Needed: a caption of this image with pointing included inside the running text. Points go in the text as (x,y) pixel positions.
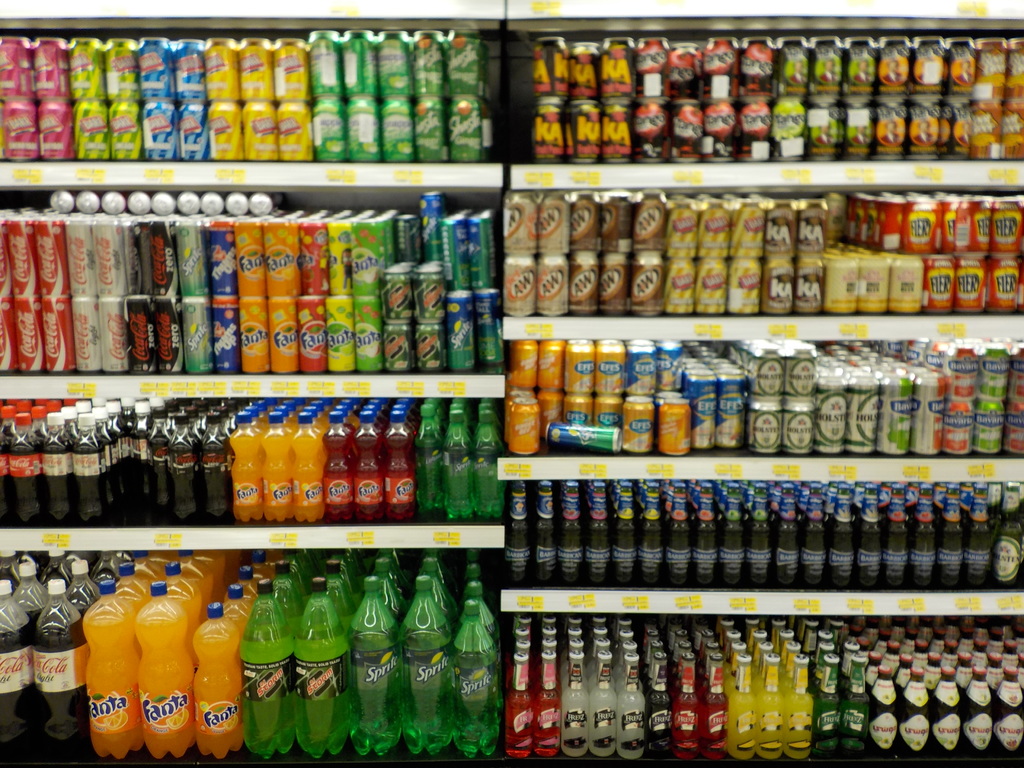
In this picture we see shelf (227,509) in which drink bottles (389,418) are present, there are many company bottles (307,430) like coca cola (85,332), fanta (244,301), sprite (469,327). They are arranged in such a way that they are in increasing order of size from top to bottom. At the right bottom (869,539) we see glass bottles (900,667) present.
